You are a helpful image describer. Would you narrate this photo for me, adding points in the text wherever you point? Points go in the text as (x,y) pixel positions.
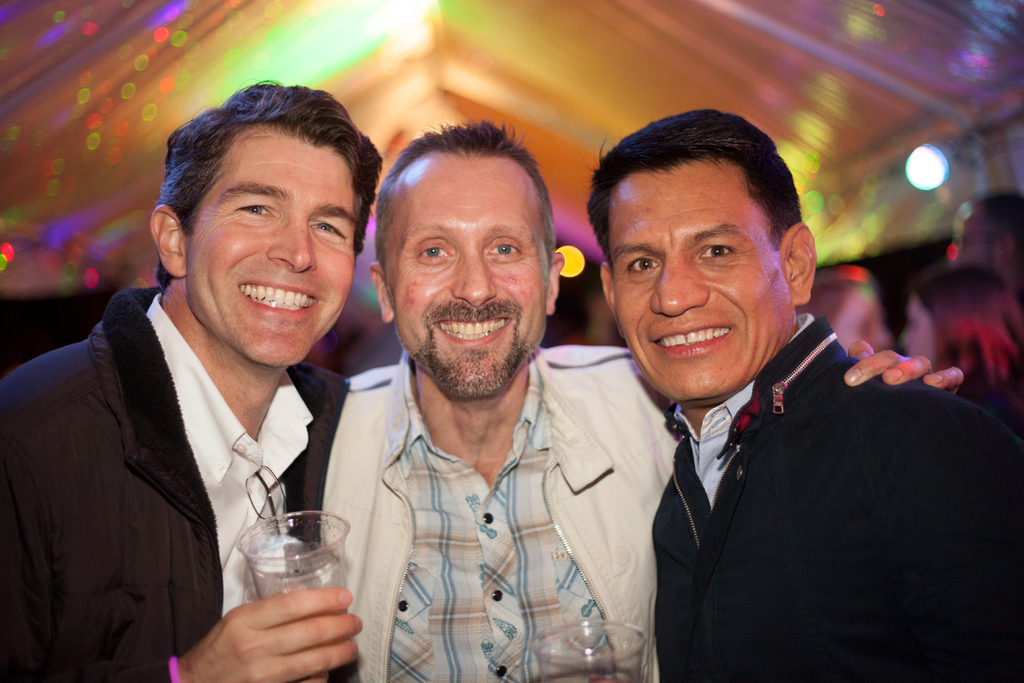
In the center of the image (387,433) we can see three persons (514,444) are smiling and they are in different costumes (542,529). Among them, we can see two persons (243,225) are holding glasses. In the background (905,273), we can see the lights (126,96), few people (925,317) and a few other objects (52,92).
